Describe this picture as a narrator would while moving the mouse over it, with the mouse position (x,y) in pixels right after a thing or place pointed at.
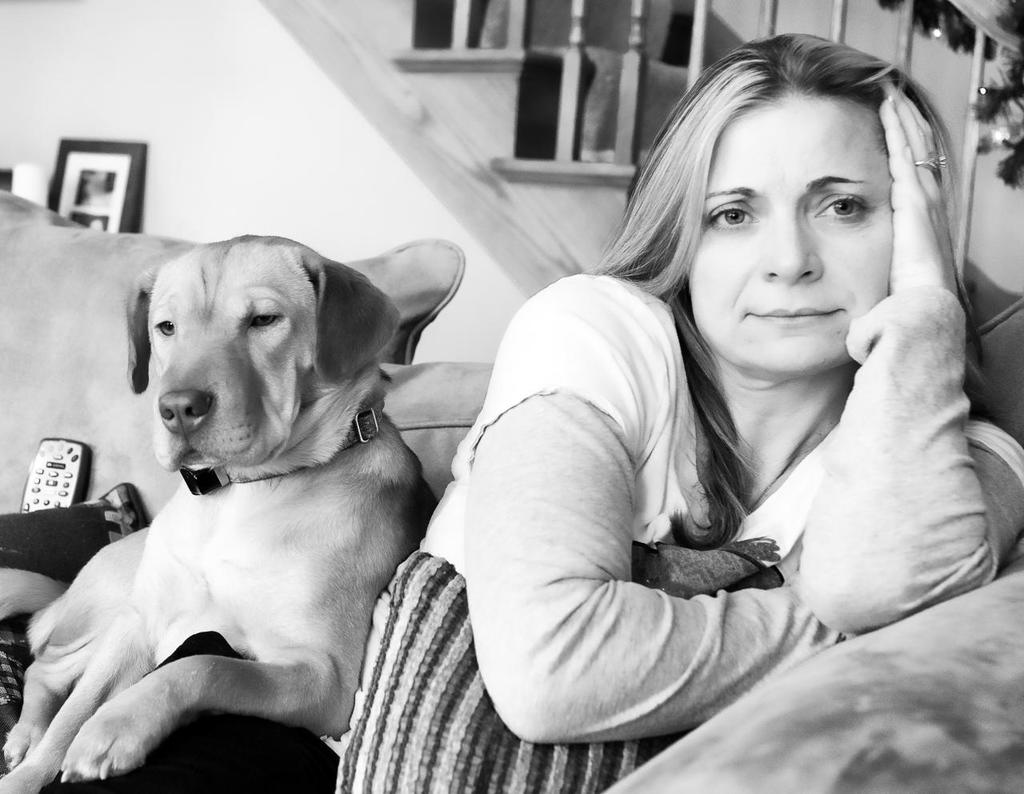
In this picture a lady (725,435) and the dog (415,512) are sitting in the sofa (126,460). In the background (509,228) we observe a stairs (489,231), photo frame (125,188).
